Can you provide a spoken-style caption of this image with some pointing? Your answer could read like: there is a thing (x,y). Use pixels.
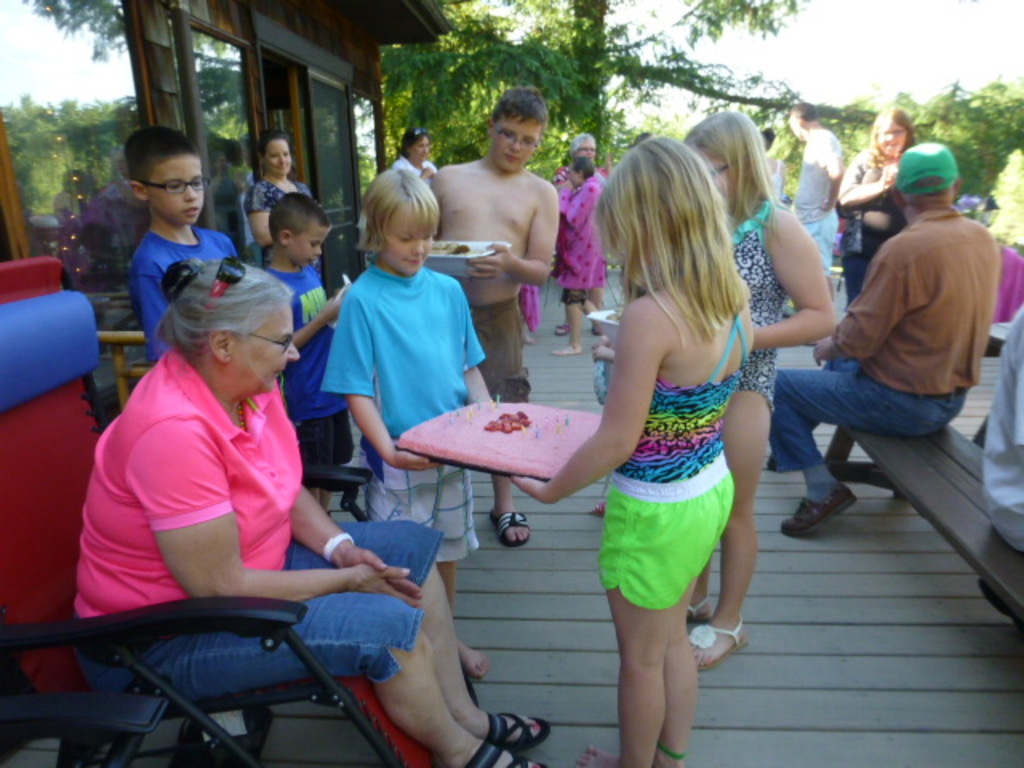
In this image we can see people (380,572) sitting on the chairs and some are standing in the floor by holding serving plates (461,268) in their hands (480,267). In the background (387,99) there are buildings (294,77), trees (639,48) and sky (732,48).
